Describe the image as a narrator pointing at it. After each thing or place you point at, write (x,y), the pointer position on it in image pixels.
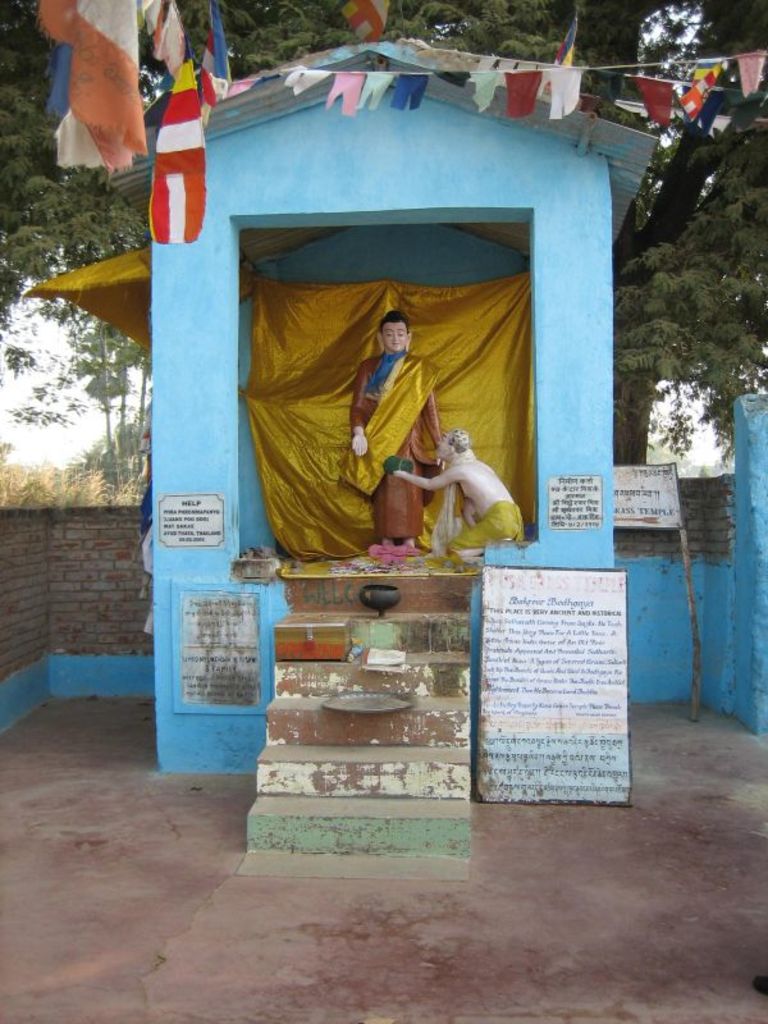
In the center of the image (393,555) we can see house (399,217), statues (384,370), cloth (371,516), stairs (384,636), box (331,641) book (378,658), plate (359,705), boards (491,683) are there. In the background of the image (9,569) we can see tree (757,292), flags (168,82), sky (30,397), wall (102,554) are there. At the bottom of the image (482,945) there is a floor (544,940).
